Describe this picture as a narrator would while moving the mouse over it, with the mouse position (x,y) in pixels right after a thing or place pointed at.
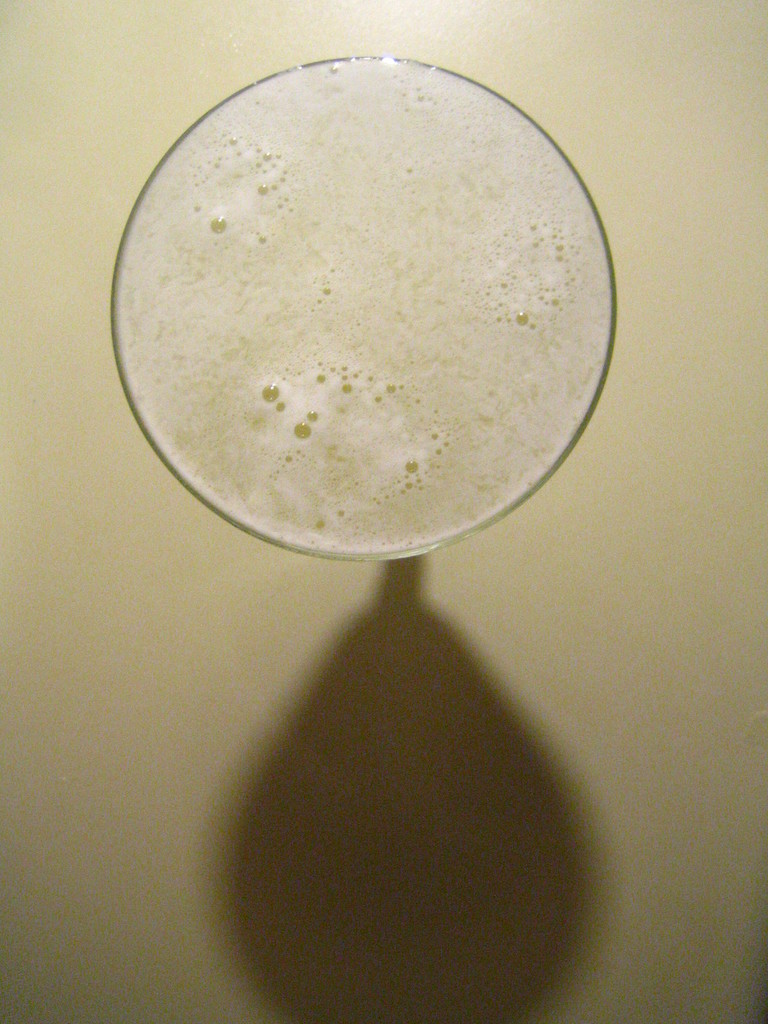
In this picture there is a drink (374,242) in the glass (394,557). At the bottom (311,768) there is a shadow (277,899) of the glass (385,551) on the floor (372,784).
